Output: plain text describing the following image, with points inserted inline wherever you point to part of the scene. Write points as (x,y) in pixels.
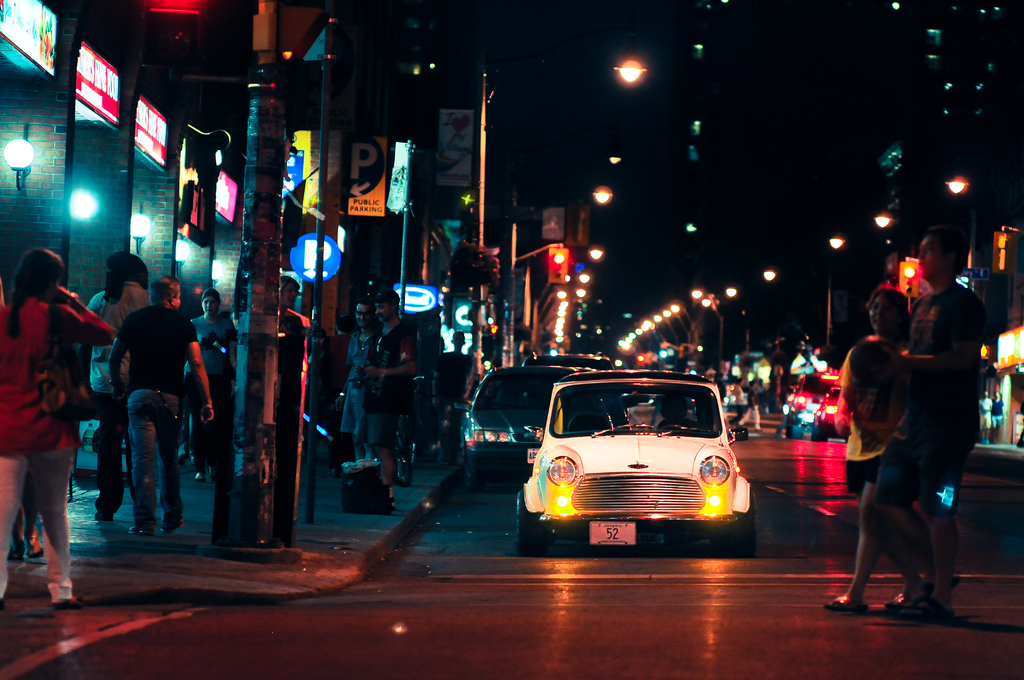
In this picture I can see vehicles (726,491) on the road (811,452), there are group of people (864,491), lights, boards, poles (276,367), buildings (446,300).
